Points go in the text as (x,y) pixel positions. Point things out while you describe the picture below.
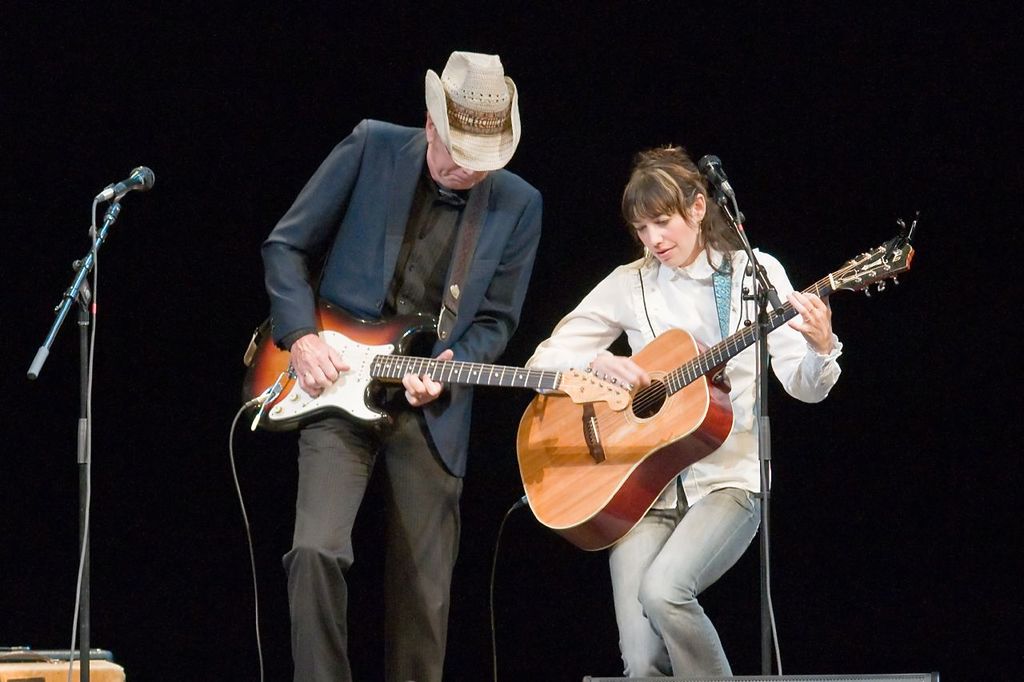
2 people (413,459) are standing and playing guitar (475,384). left and right to them there is a microphone (709,162). the person (456,169) at the left (292,309) is wearing suit (368,253) and a hat (464,124).
